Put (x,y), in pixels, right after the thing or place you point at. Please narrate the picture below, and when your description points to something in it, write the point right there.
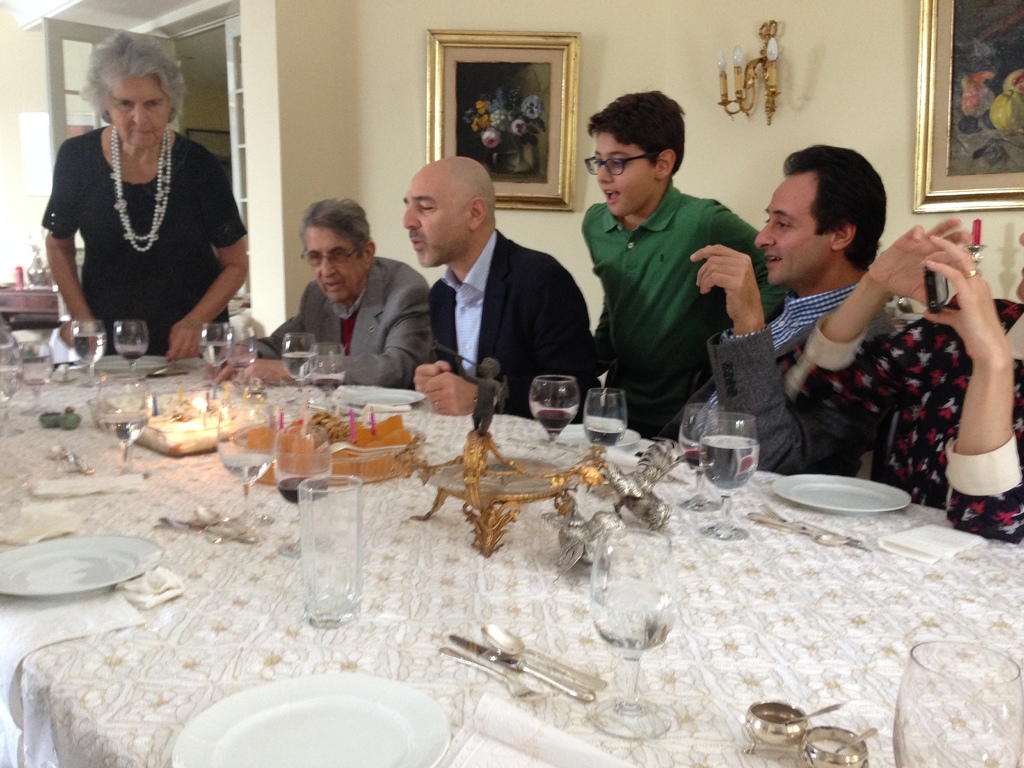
In this image I see few people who are in front of a table (700,573) and there are glasses (318,374), food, spoons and plate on the table (680,472). In the background (336,21) i see the photo frames (932,1) and the wall (797,42).
